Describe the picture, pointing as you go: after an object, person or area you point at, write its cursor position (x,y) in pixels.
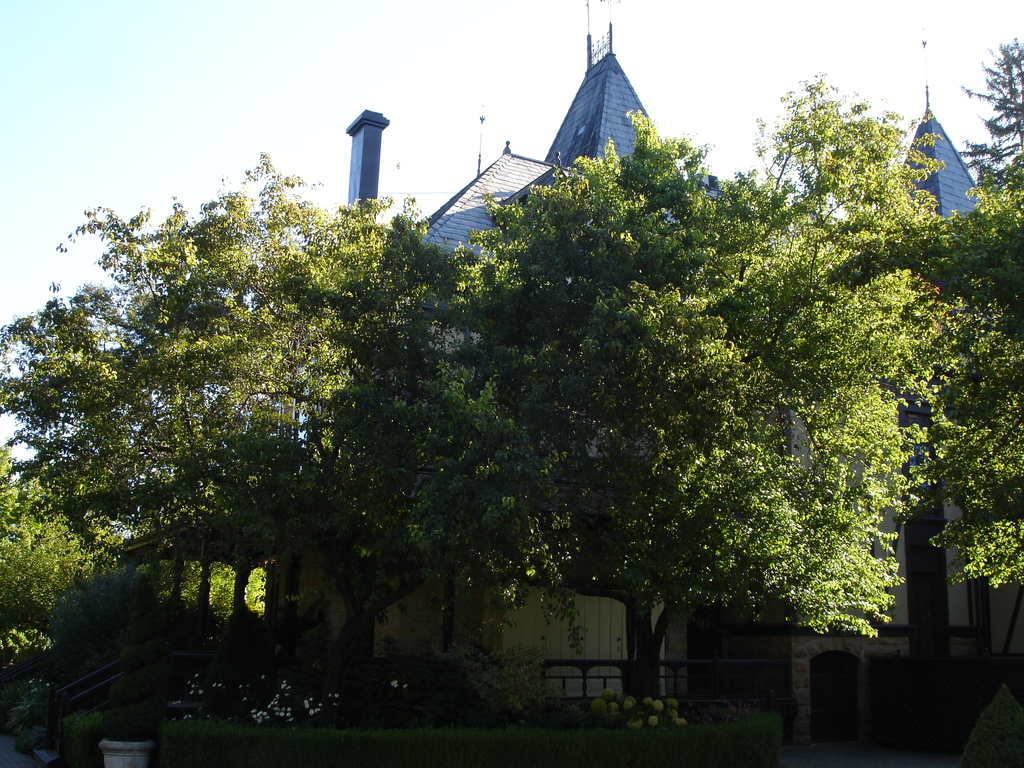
In this picture we can see some trees (540,405), at the bottom (542,755) there is grass (466,747) and plants (478,723), in the background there is a house (542,178), we can see the sky (246,21) at the top of the picture (186,18).
